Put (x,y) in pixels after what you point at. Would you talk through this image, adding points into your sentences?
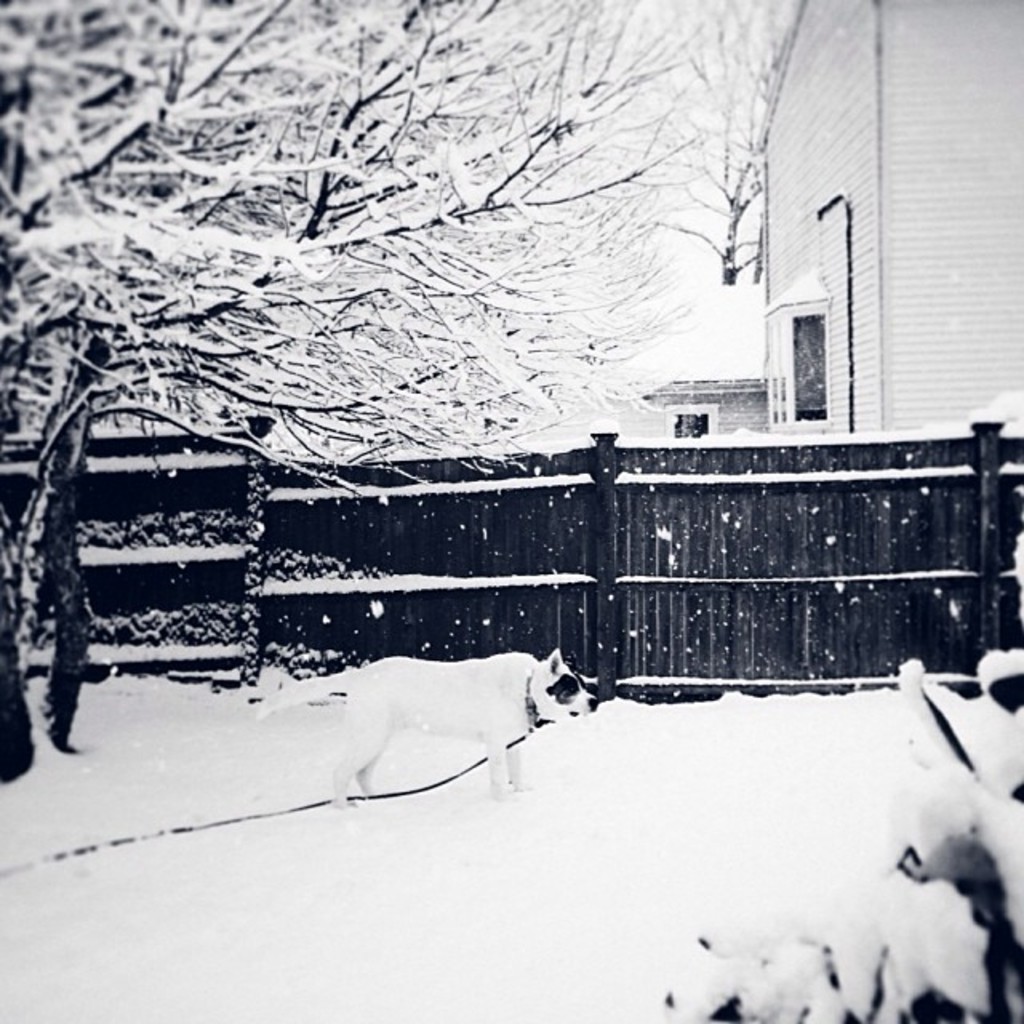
In this image in the front (573,945) there is snow (580,947) on the ground (545,922). In the center (364,619) there is an animal (428,721) standing and there is a fence (600,559). On the left side (112,417) there are trees (85,375). In the background (705,359) there are buildings (829,351).
